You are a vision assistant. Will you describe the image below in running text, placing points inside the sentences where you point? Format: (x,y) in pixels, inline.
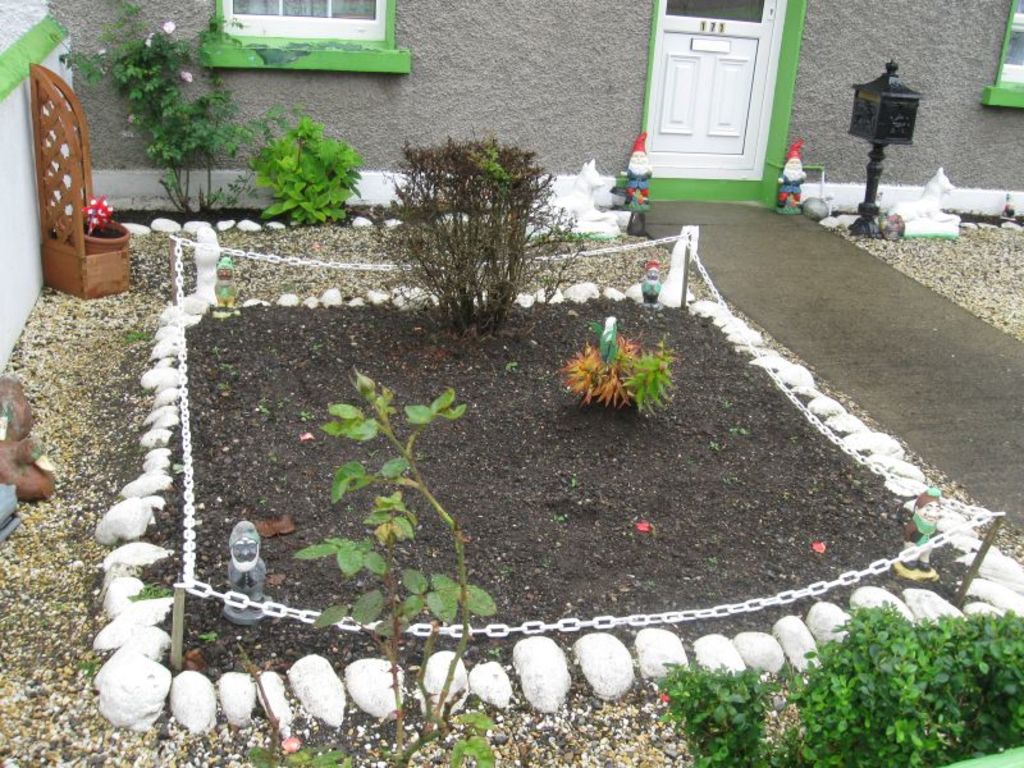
In this image we can see stones (782,637), mud (801,501), door (748,73), window (368,33), plants (146,94) and road (881,290).
